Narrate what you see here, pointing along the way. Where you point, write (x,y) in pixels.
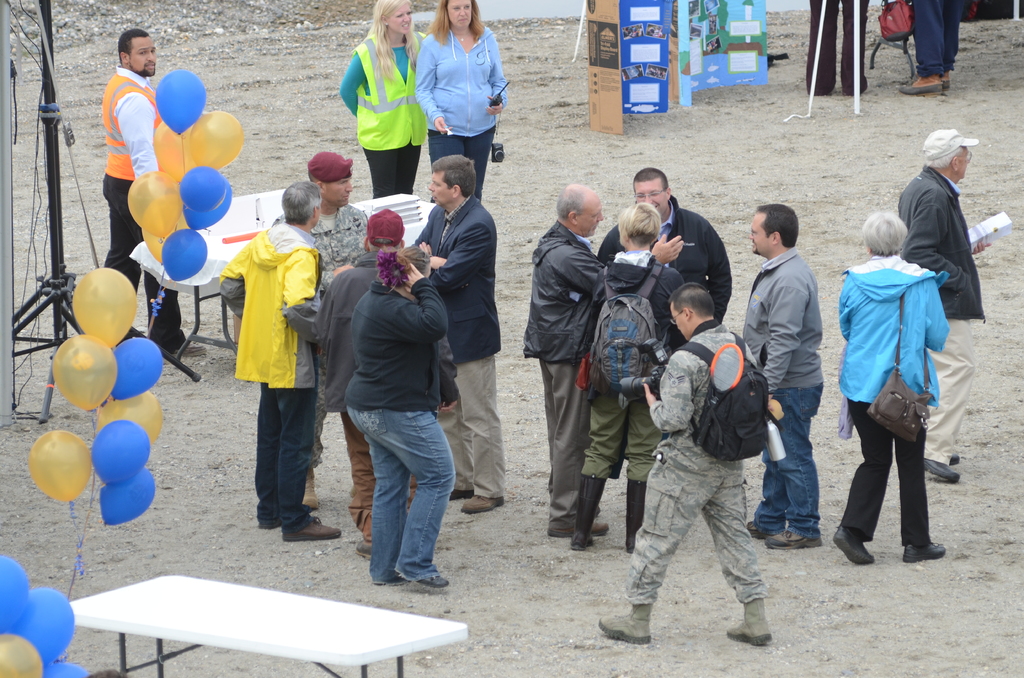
In this image there is a group of people (619,268) standing and talking with each other, in this image there is a camera stand (56,280), tables (244,244) and balloons (176,179).
